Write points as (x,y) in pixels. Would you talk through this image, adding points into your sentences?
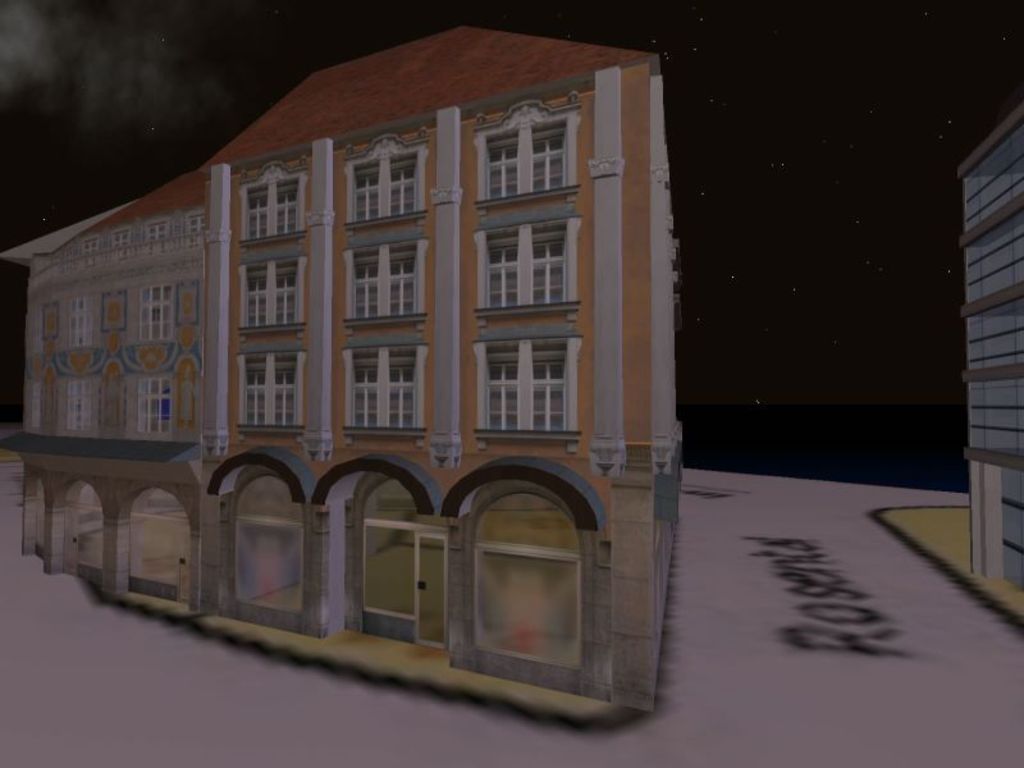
In the foreground of this animated image, on the left (317,285), there is a building (396,456). At the bottom (800,723), there is a path (675,723). On the right (1004,386), there is a wall (1007,377) of a building (1004,328). At the top (856,90), there is the dark sky (830,74) with stars (792,288).
